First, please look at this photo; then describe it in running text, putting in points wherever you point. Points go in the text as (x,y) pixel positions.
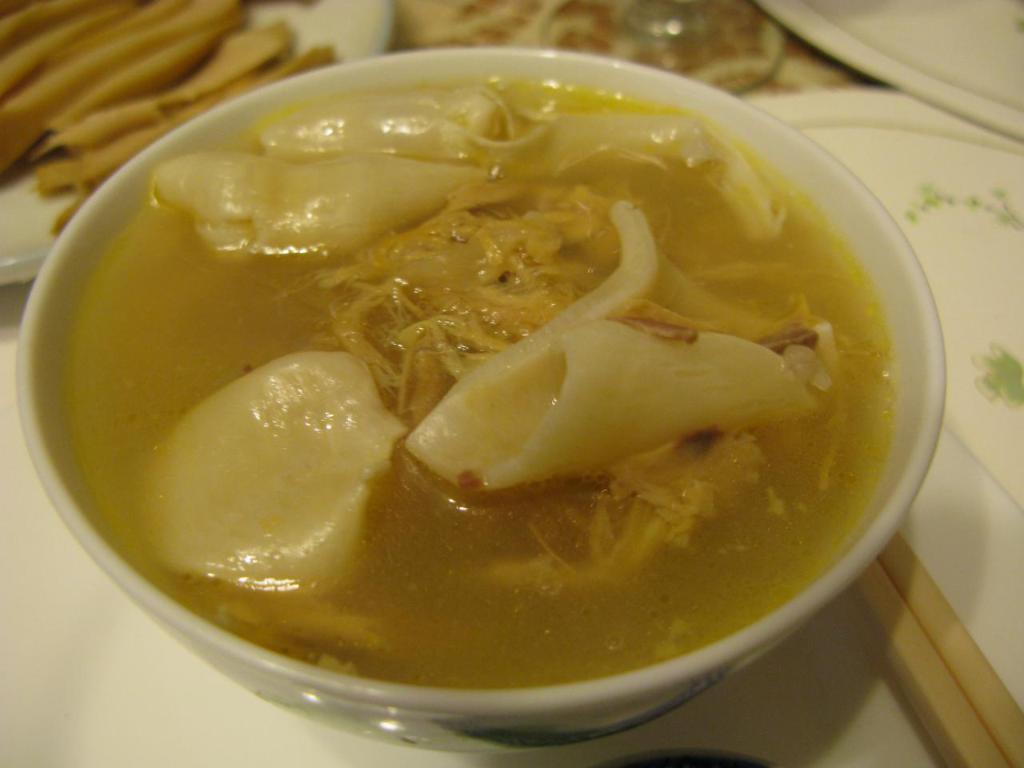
In this image there is food (464,365) in the bowl (390,349), there is food (104,83) on the plate (19,242), a bowl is placed on the surface (154,680).
